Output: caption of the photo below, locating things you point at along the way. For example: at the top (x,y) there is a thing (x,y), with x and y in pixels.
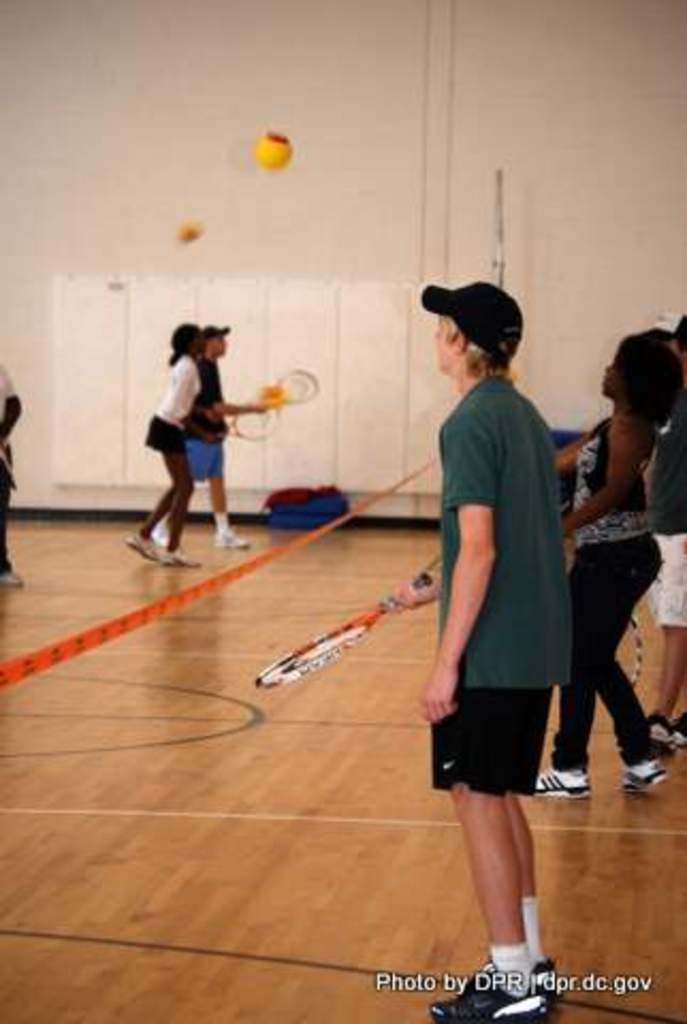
In this image there are few people (182,410) standing and playing tennis. They all are holding rackets (314,667) in their hand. The floor (401,670) is furnished with wood (235,820) and there is wall (358,359) in the background (367,232). To the below of the image there is text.
